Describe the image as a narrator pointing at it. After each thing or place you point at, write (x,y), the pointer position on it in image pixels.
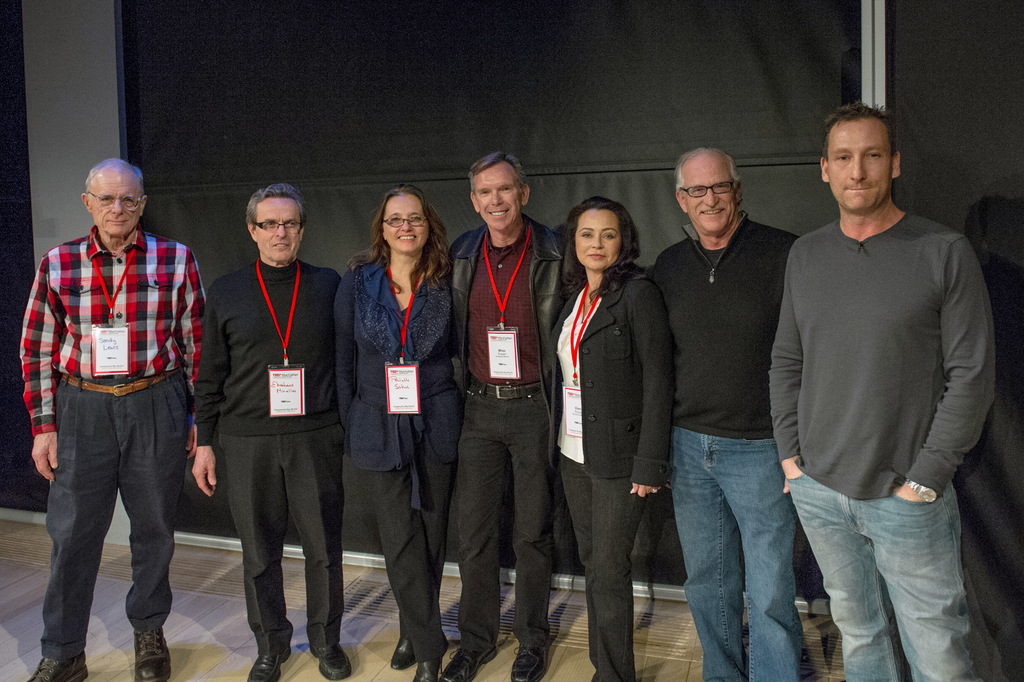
In the center of the image (364,347) we can see people (847,429) standing. In the background (465,9) there is a wall (75,105) and a curtain (396,108).
